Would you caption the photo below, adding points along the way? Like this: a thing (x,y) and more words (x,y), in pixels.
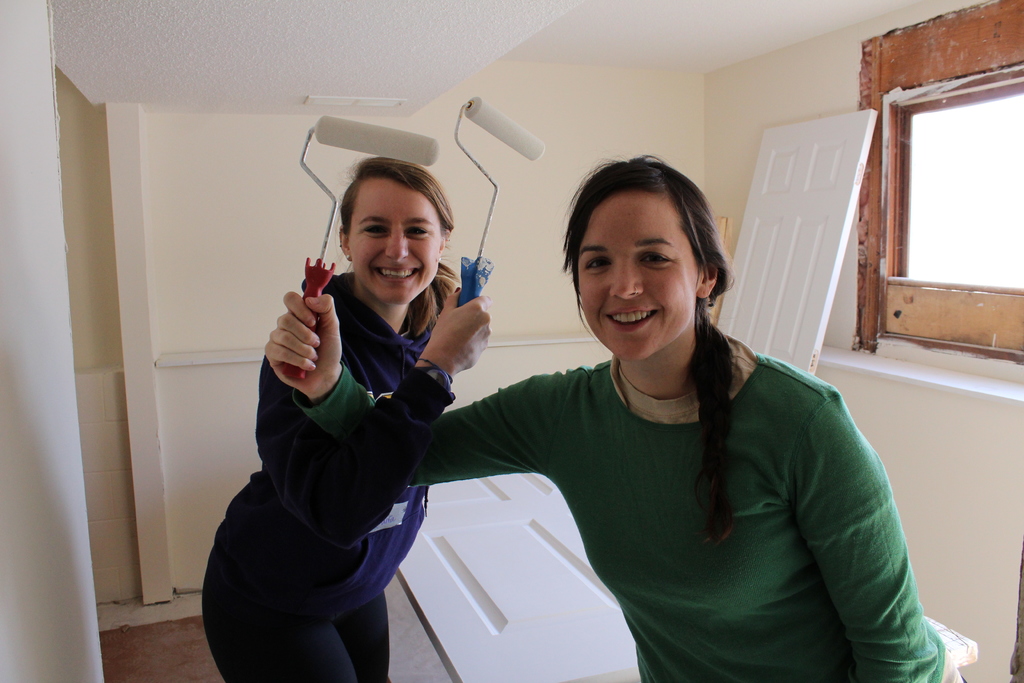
In the image we can see two women (474,424) wearing clothes (626,529) and they are smiling, they are holding roll paint brushes (319,272) in their hands (307,348). Here we can see the wall (615,132) and the window (1003,194).
